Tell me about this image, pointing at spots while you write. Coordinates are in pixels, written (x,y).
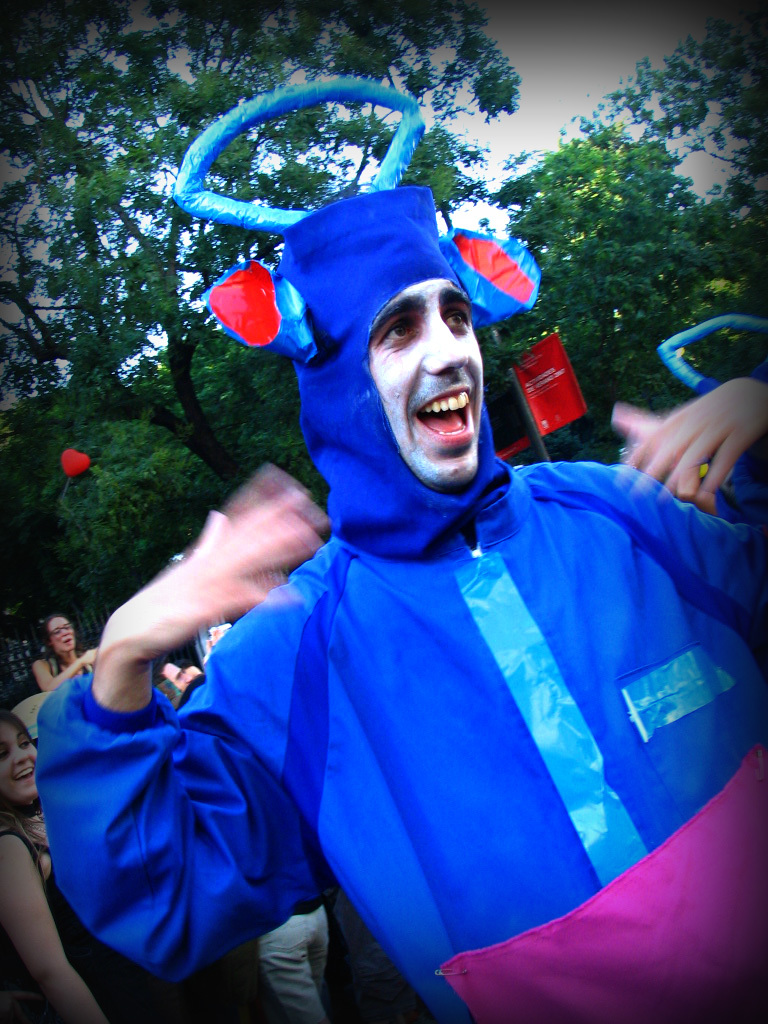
In this image we can see few people (552,694). There is an advertising board (550,407) in the image. There are many trees (571,424) and plants (612,344) in the image.
